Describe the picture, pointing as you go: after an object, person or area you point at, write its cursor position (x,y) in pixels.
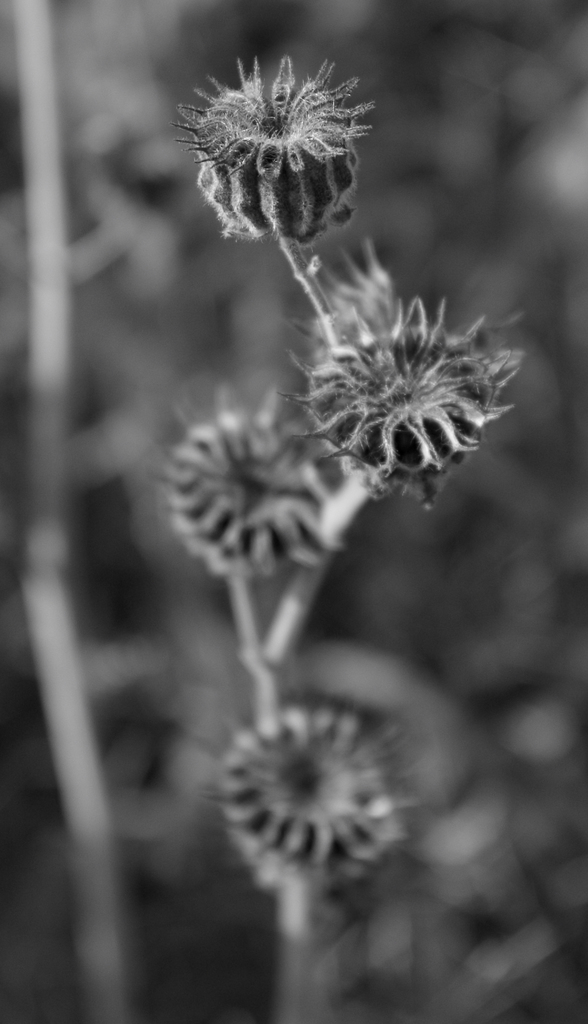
In this image, we can see few flowers (345,780) with stem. Background (252,989) there is a blur view.
